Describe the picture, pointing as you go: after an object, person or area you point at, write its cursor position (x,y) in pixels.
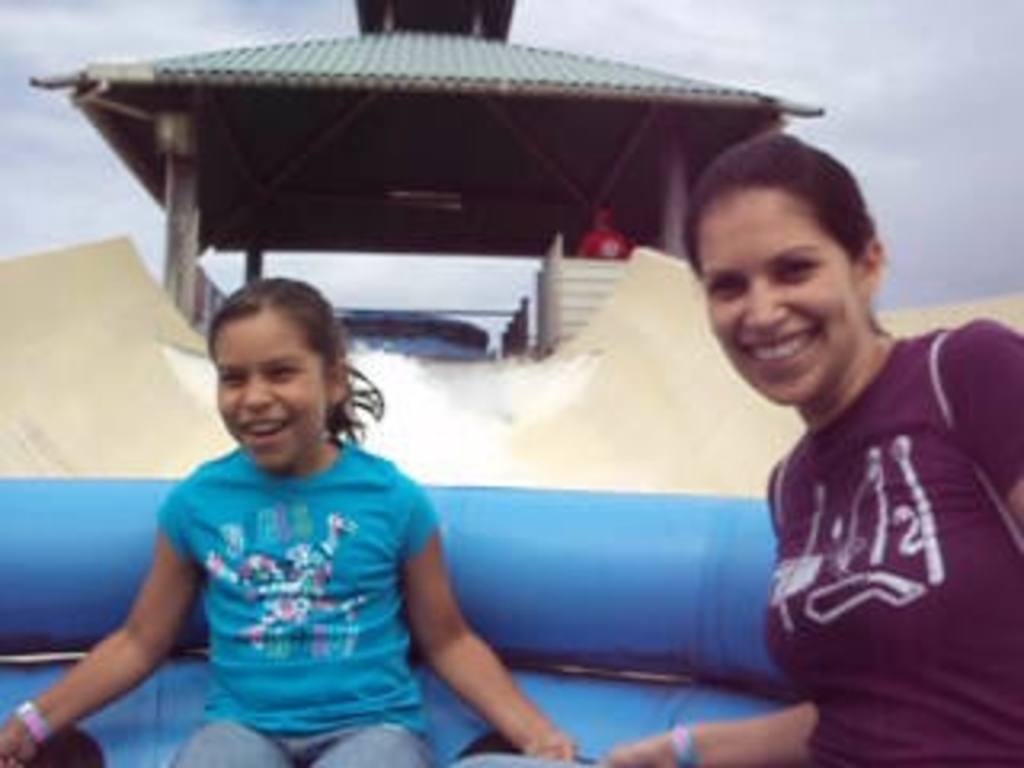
In this picture I can see two persons (416,565) sitting in an inflatable tube (601,520), which is on the slider (588,398), there is water (378,434), there is a shed (747,106), and in the background (810,72) there is the sky (775,87).
